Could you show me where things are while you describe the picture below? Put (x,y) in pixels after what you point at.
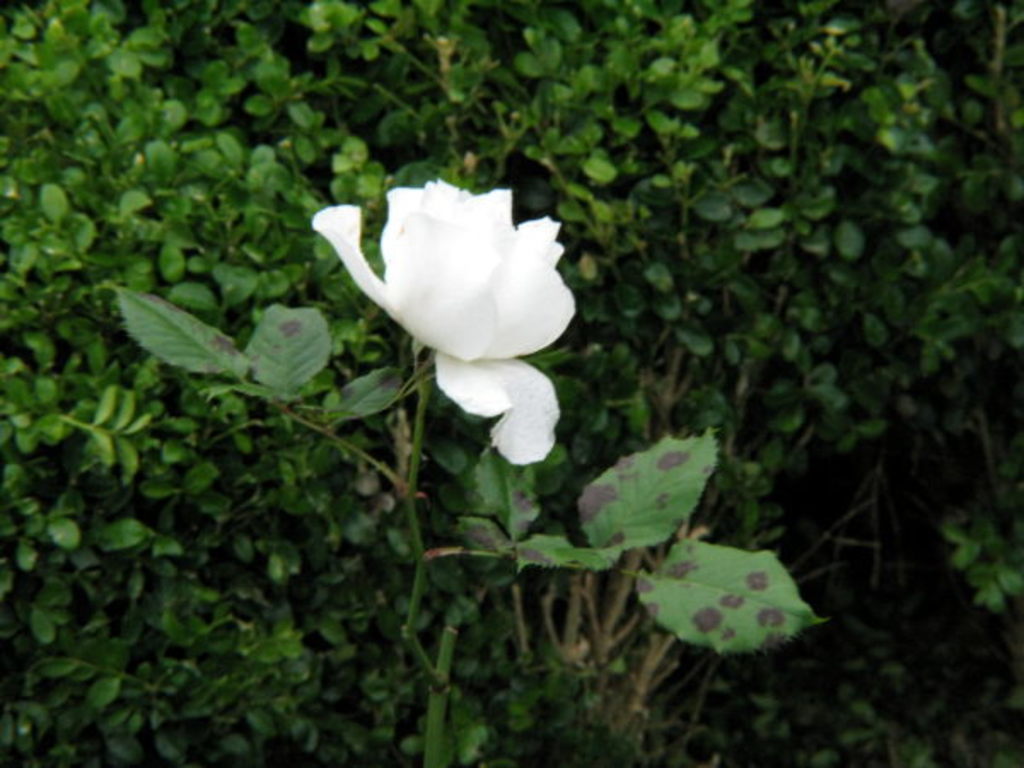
In this picture we can see white color flower (435,318) to the plant (373,385), around we can see some plants (269,178).
